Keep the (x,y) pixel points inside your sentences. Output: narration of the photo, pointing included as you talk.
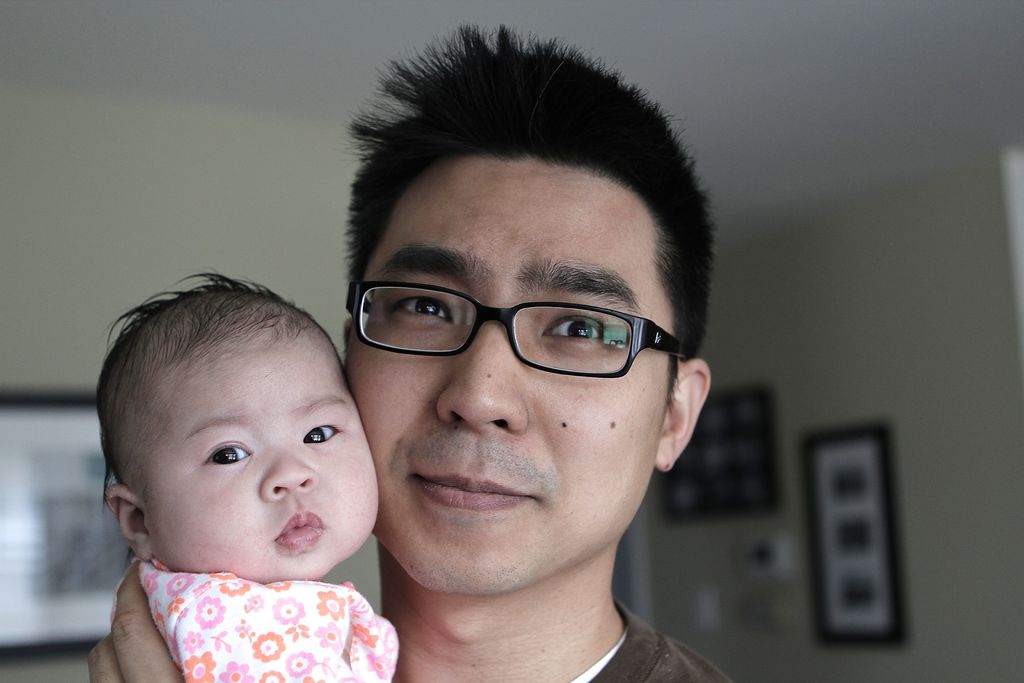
In this image in the foreground (411,521) there is one man (444,558) who is holding one baby (308,517) and in the background (92,313) there is a wall (79,351). On the wall (796,573) there are some photo frames (862,557).
